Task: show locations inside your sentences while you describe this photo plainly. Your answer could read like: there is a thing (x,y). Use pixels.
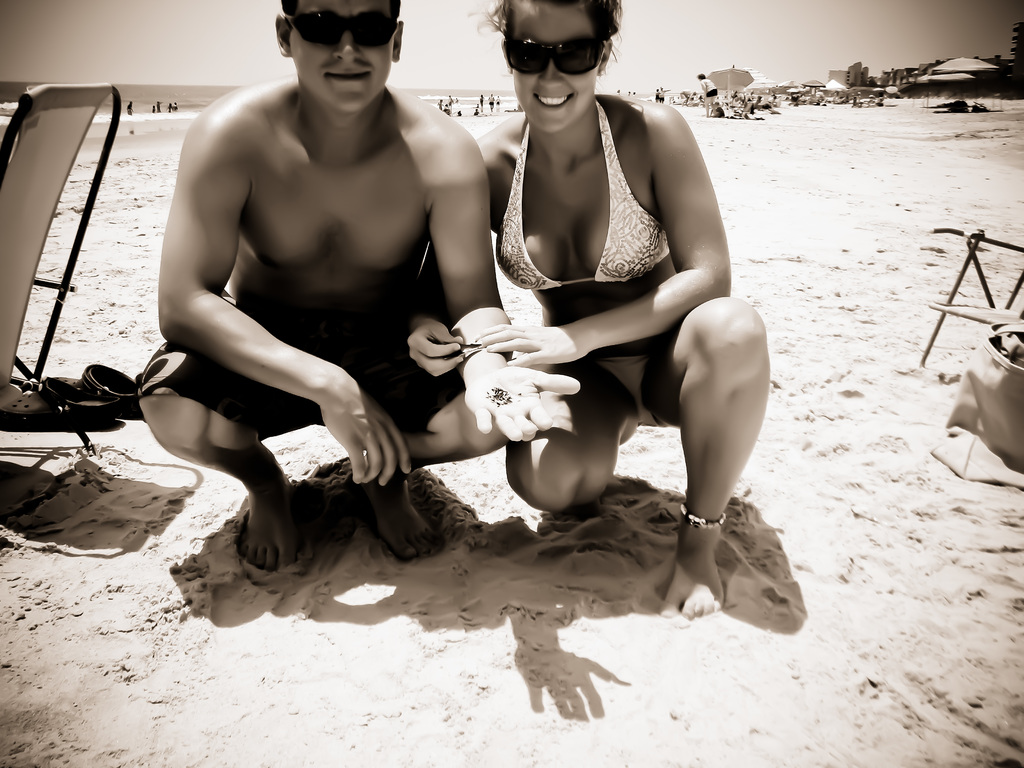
As we can see in the image there is sand (911,449), chairs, umbrellas (730,88), few people (647,101) here and there and in the background (164,120) there is water (162,91) and buildings (853,69). At the top (741,41) there is sky (716,41).
